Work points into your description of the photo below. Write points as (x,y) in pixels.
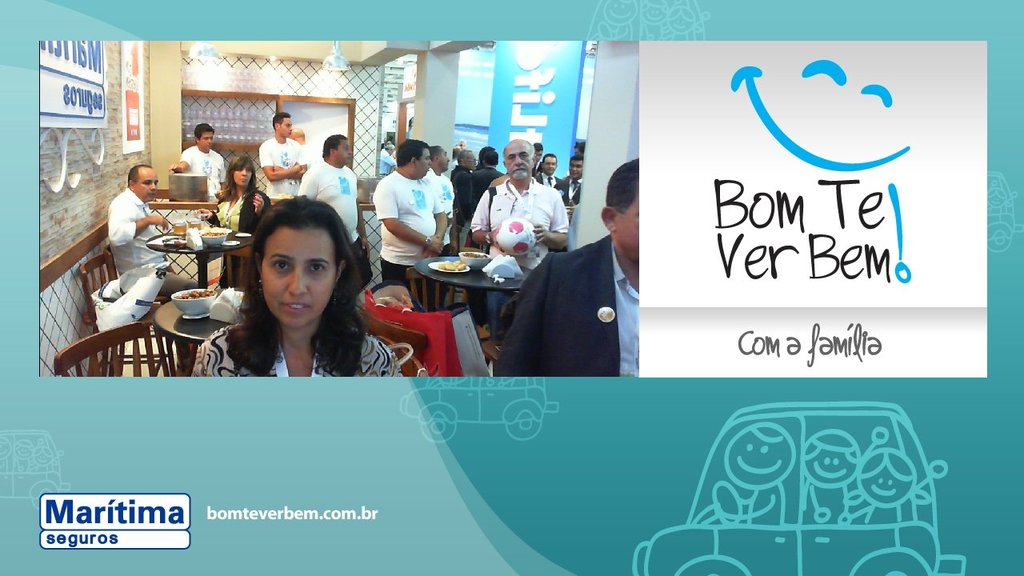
In this image we can see there are few people (244,229) some are sitting and some are standing in front of the table (216,320). On the tables (449,276) there are some food items (194,291). In the background (231,106) there is a wall (168,124) and there is some text (724,244) on the image.
